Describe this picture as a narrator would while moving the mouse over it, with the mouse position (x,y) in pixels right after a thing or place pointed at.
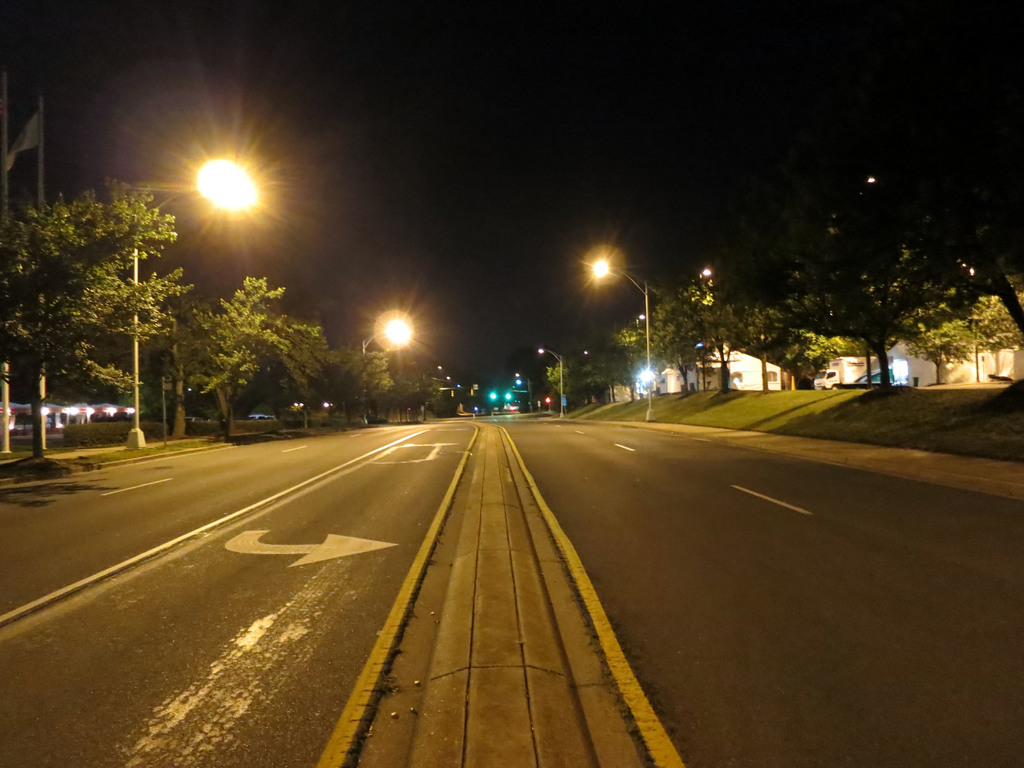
In this picture there are buildings (949,370) and trees (63,365) and there are street lights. At the top (547,111) there is sky (547,111). At the bottom (628,680) there is a road (635,430). On the left side of the image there is a vehicle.
